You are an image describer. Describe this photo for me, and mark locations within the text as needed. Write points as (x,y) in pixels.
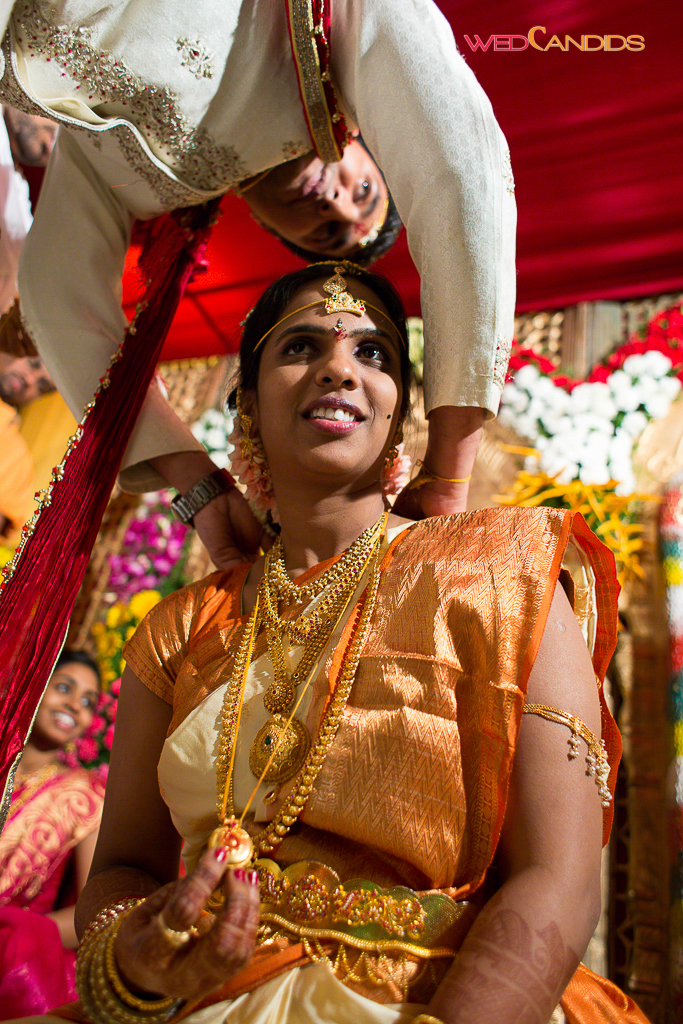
In this image, we can see a wedding. There are some persons (234,535) wearing clothes (228,58). In the background (607,386), we can see some flowers (620,401).
